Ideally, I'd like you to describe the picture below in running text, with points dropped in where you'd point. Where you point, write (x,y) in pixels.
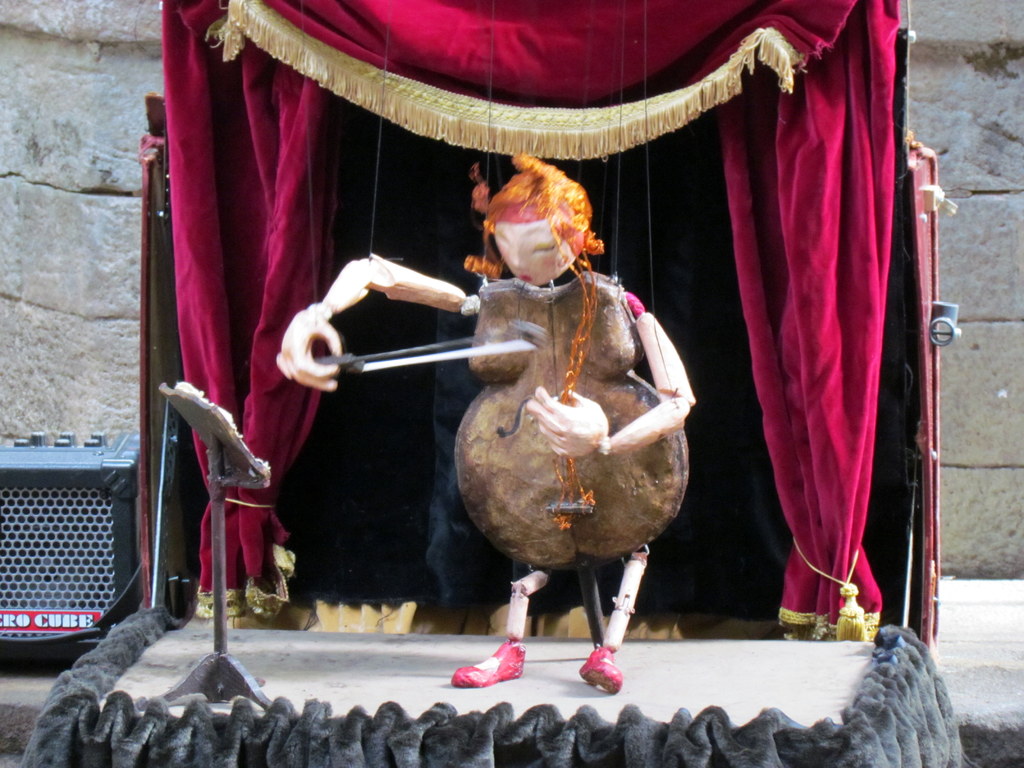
In this image there is a toy (576,351) playing an musical instrument (508,444), beside the toy (546,410) there is a stand (217,424), behind the toy (384,261) there are curtains (229,539) and on the left side of the image (86,521) there is a speaker (66,527). In the background (94,213) there is a wall (62,293).
